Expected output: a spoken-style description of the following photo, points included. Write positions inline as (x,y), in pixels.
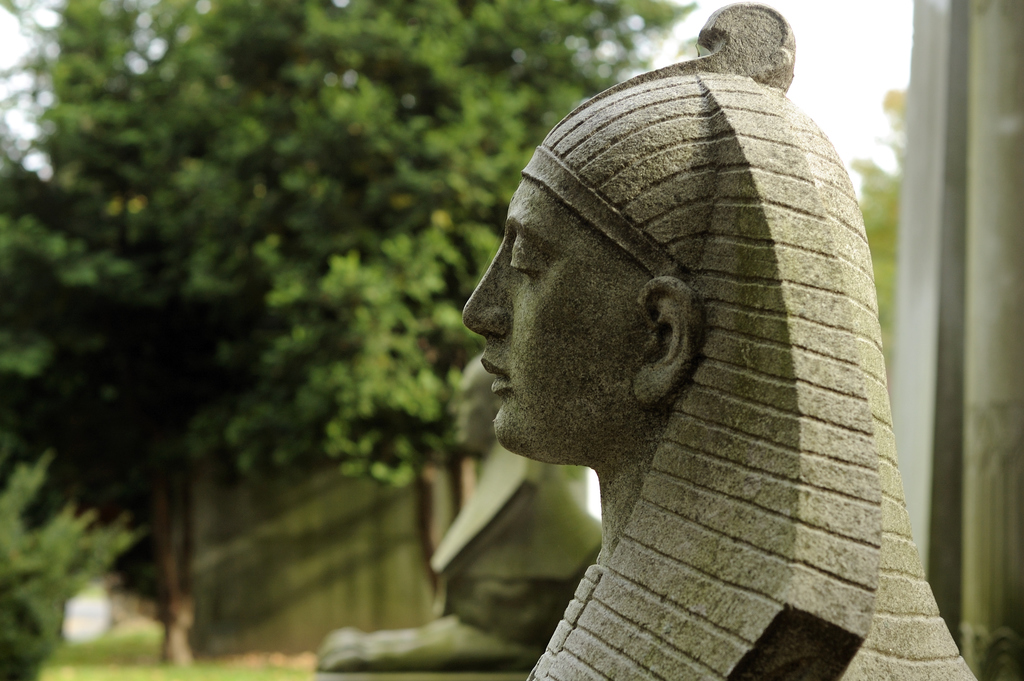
In this image I can see two sculptures (750,385) facing towards the left side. In the background (309,277) there are some trees (284,360). At the top of the image (833,68) I can see the sky (811,63).
